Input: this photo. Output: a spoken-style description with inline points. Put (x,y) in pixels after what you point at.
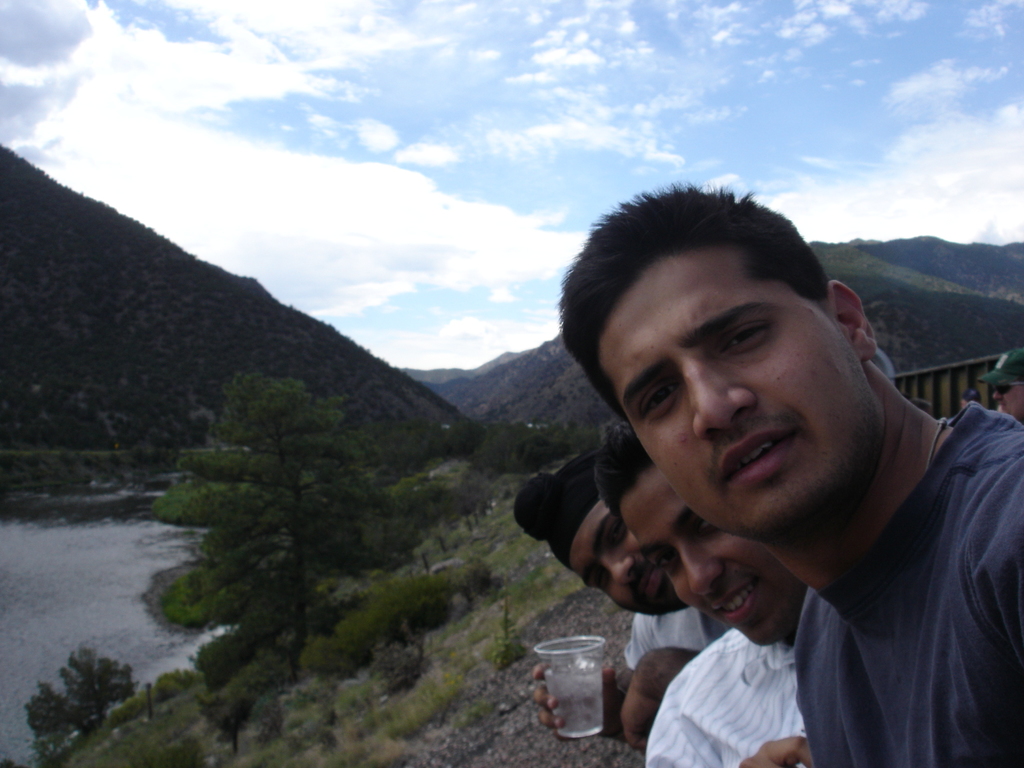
In this picture we can see a group of people (879,550), one person (611,529) is holding a glass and in the background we can see an object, water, trees (533,463), mountains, sky (679,150).
